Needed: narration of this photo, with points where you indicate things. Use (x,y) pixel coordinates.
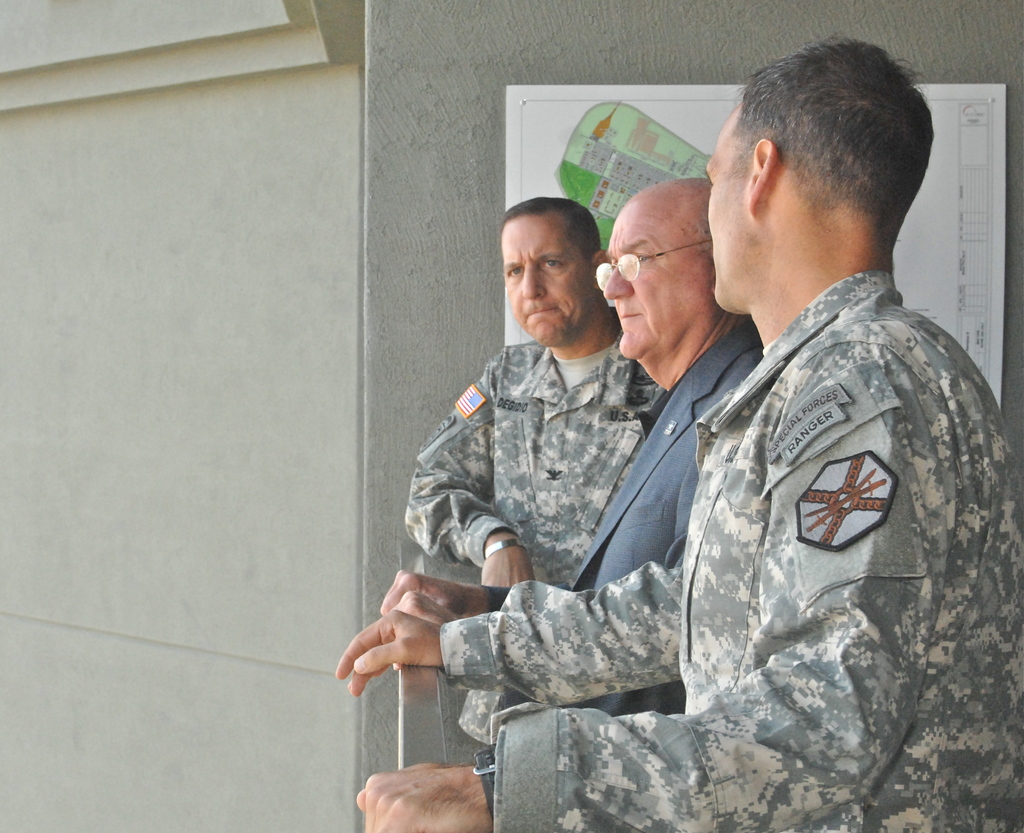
There are three persons (731,558) standing in the right corner (706,589) and there is an object (617,148) attached to the wall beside them.
